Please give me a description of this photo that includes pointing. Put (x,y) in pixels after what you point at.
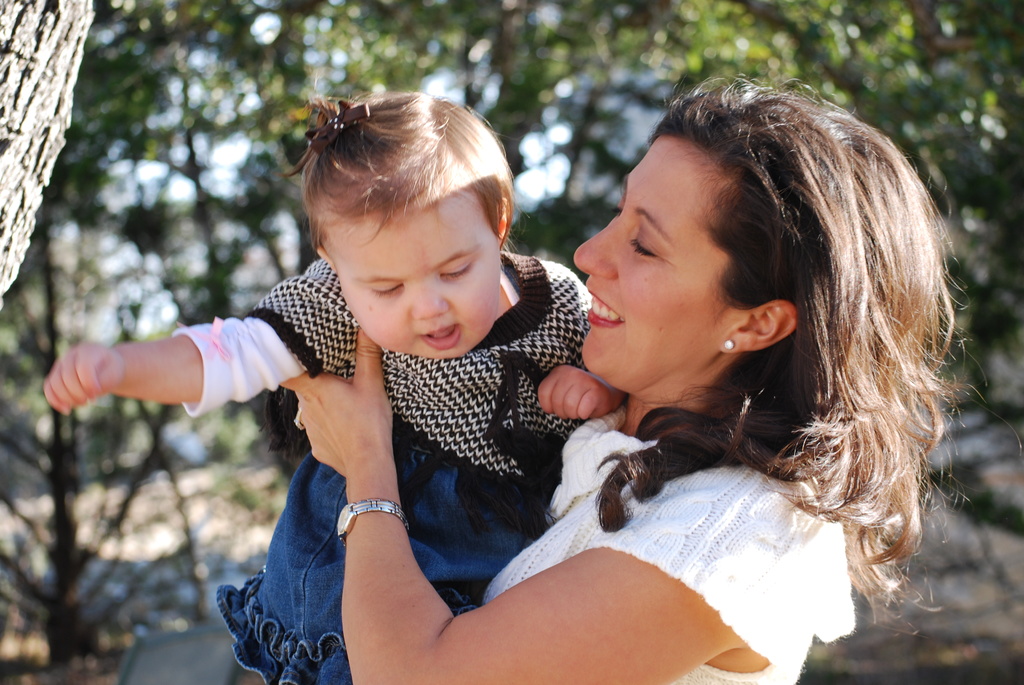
In this image I can see a woman (813,433) holding a baby (480,426) and woman (703,526) wearing a white color dress (703,526) and she is smiling and I can see trees (980,45) in the background (980,45) and woman (356,566) wearing a watch (353,517) on her hand (371,455).
